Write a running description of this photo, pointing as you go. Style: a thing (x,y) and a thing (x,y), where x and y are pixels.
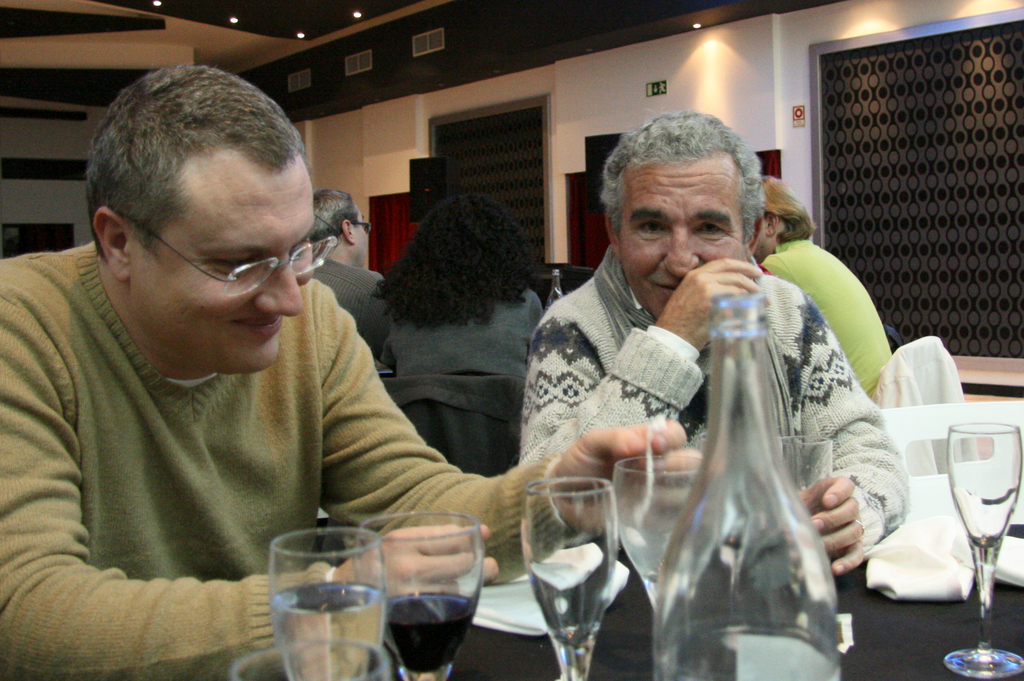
This is a picture of the inside of the restaurant (708,29). In these picture there is one man (673,373) sitting on the right side (694,359) and in front of that man (691,410) there are some glasses (638,506), which contains drink (428,607) and some water (362,630) in it. And in front of that glasses (575,597) there is one bottle (740,447) and this man (685,223) is holding one glass (818,471) and beside that man (603,347) another man (223,393) is sitting and he is smiling and he is looking at glass (641,485) and he is wearing spectacles (282,264) on the background of the image (457,269), there is one woman (460,293) sitting and beside that women (403,313) one man (371,307) is sitting. On the top of the image (396,76) there is one wall (594,71) and some lights (356,17).
